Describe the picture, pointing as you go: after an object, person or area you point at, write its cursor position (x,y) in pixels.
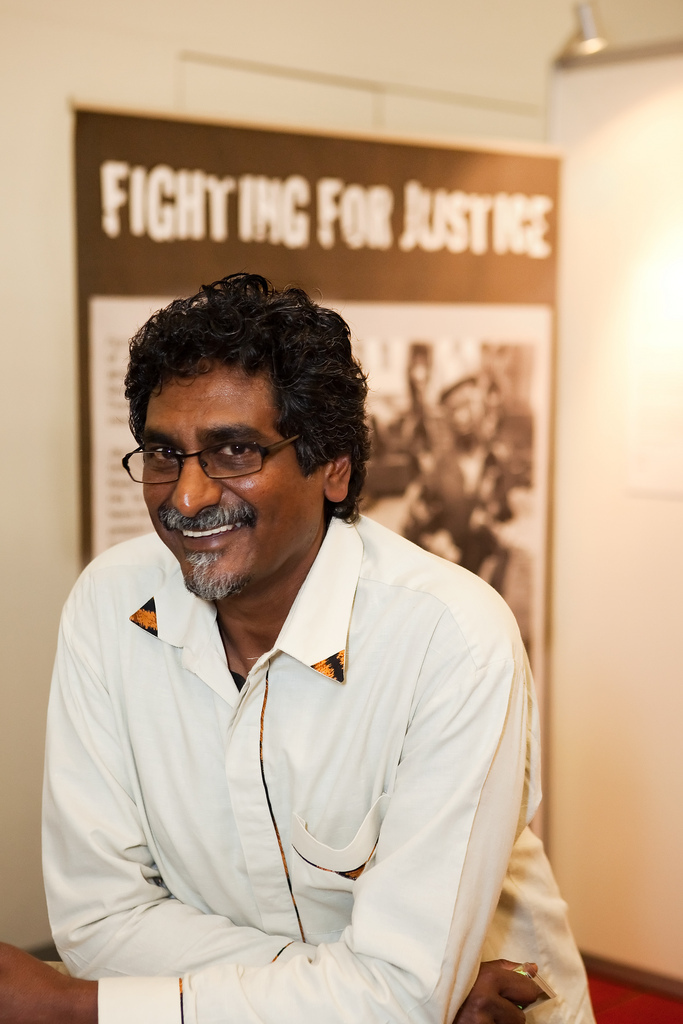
In this image we can see a person (338,829). There is a banner (458,402) in the image. We can see a light (589,32) at the right top most of the image (589,46). There is a white color object (626,169) at the right side of the image (637,647).
